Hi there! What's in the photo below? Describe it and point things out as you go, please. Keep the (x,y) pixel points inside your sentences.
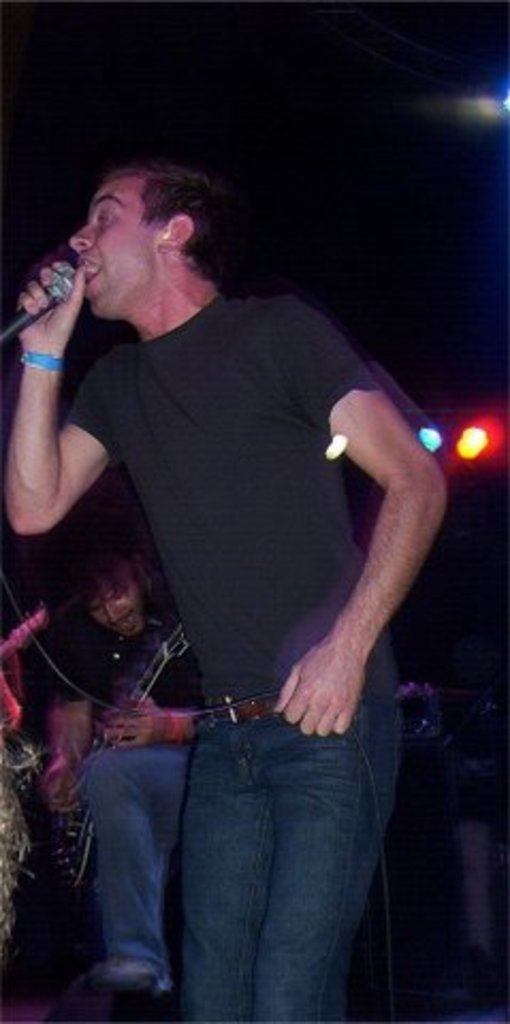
In this picture we can see a man (171,331) who is holding a mike (70,269) with his hand (75,276). Here we can see a person (134,701) who is playing guitar (154,681). And these are the lights (497,426).
